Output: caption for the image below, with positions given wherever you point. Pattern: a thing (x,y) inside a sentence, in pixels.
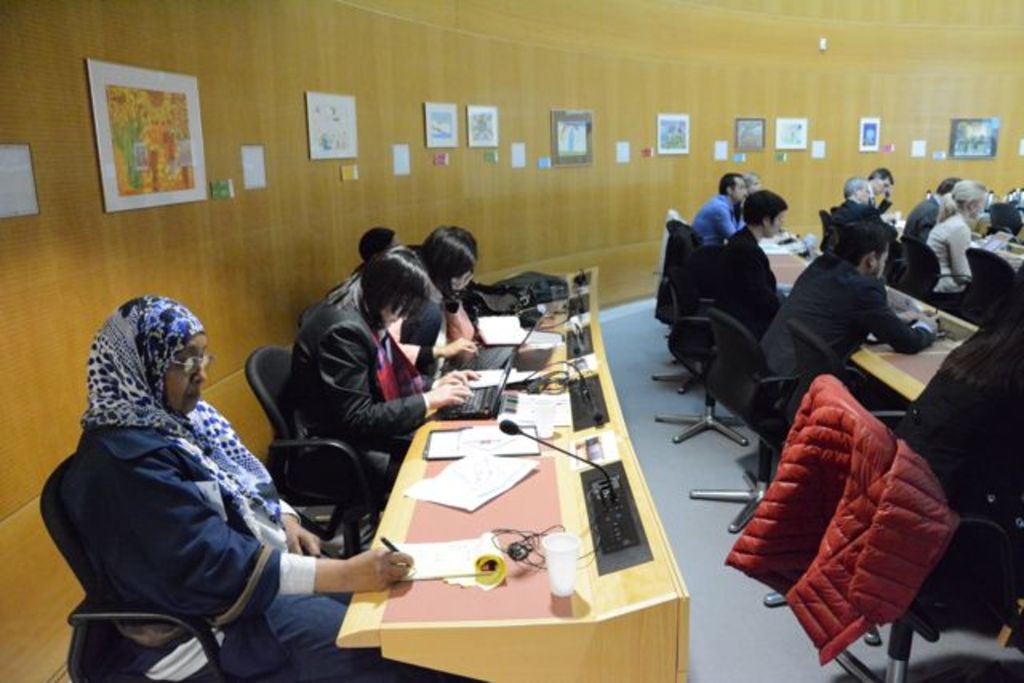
The image is inside the room (710,219). In the image there are group of people (175,556) sitting on chair (911,270) in front of a table (488,503), on table (449,535) we can see paper (485,442), pen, microphone (512,428), laptop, bag (544,277). In background (339,208) there is a wall (612,182), on wall (801,153) we can see few photo frames (494,132).
